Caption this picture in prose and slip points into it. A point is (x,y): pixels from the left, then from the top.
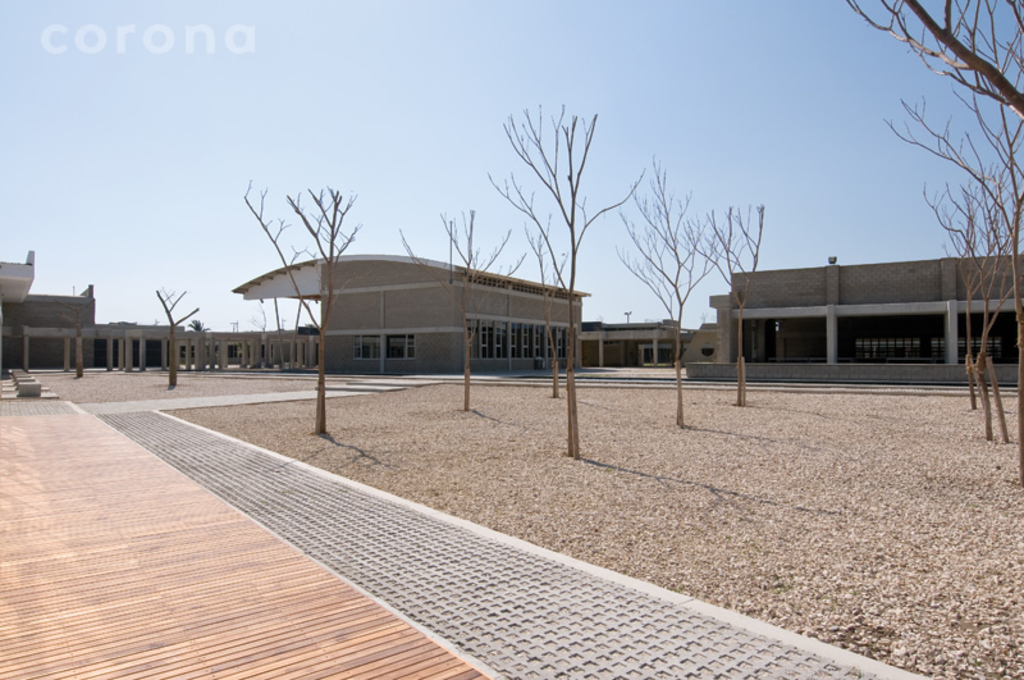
In the picture we can see a wooden path (152,539) and beside it, we can see a stone path (647,600) with some dried trees (571,273) on it and far away from it, we can see some buildings (343,310) with glasses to it and besides we can see some pillars (267,357) and in the background (343,193) we can see a sky (751,199).
